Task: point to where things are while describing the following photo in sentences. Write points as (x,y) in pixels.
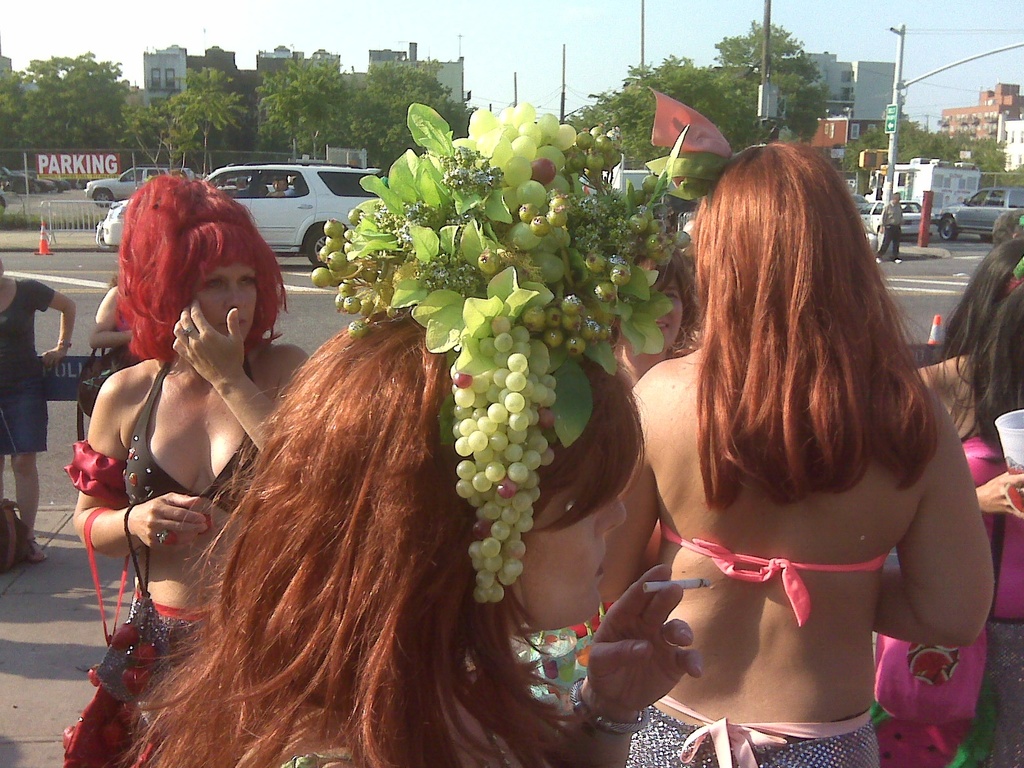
The picture is taken on the road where women (577,480) are dressed in two pieces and some head ornaments (489,486) placed on their heads (581,500), at the right corner (1005,436) one woman (983,414) is holding a glass (1016,451) and wearing a bag (939,691) and in the middle (562,508) one woman (628,622) is smoking and behind them there are cars (1011,195) on the road (284,265) and there are buildings (877,89) which are surrounded by trees (421,97) in the picture.
